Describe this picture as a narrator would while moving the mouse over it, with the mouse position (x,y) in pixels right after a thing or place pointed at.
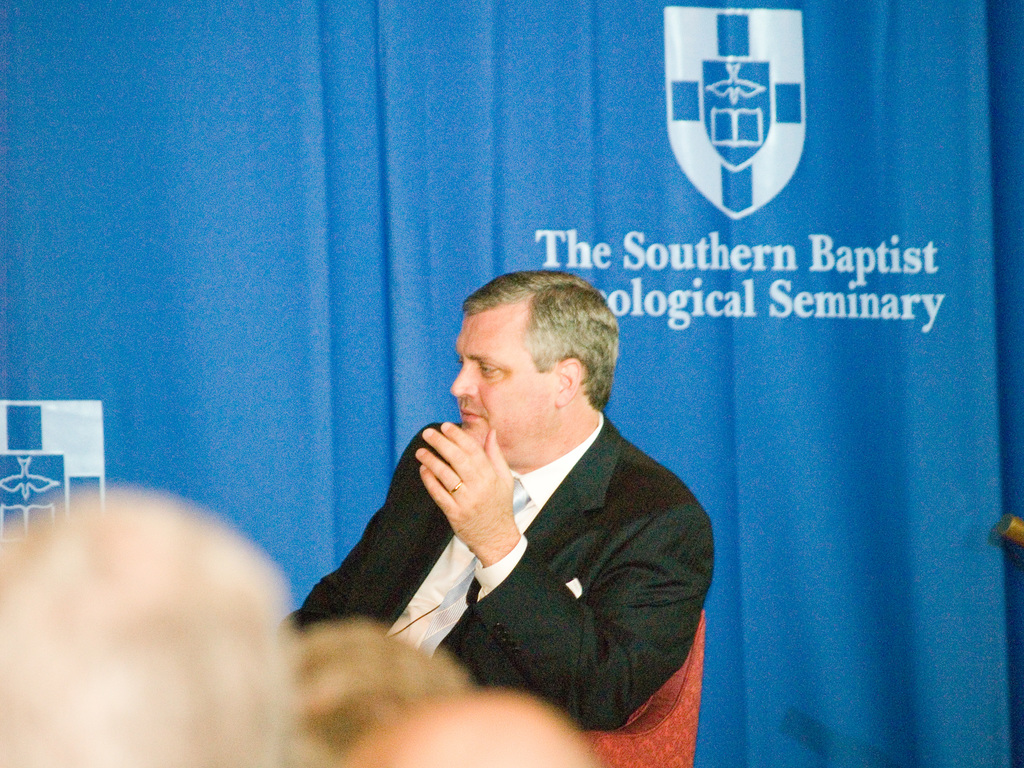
In the picture there is a man (462,503) sitting on the chair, behind the person (450,500) there is a curtain (404,44) with the text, in front of him there are people (384,657) present.
